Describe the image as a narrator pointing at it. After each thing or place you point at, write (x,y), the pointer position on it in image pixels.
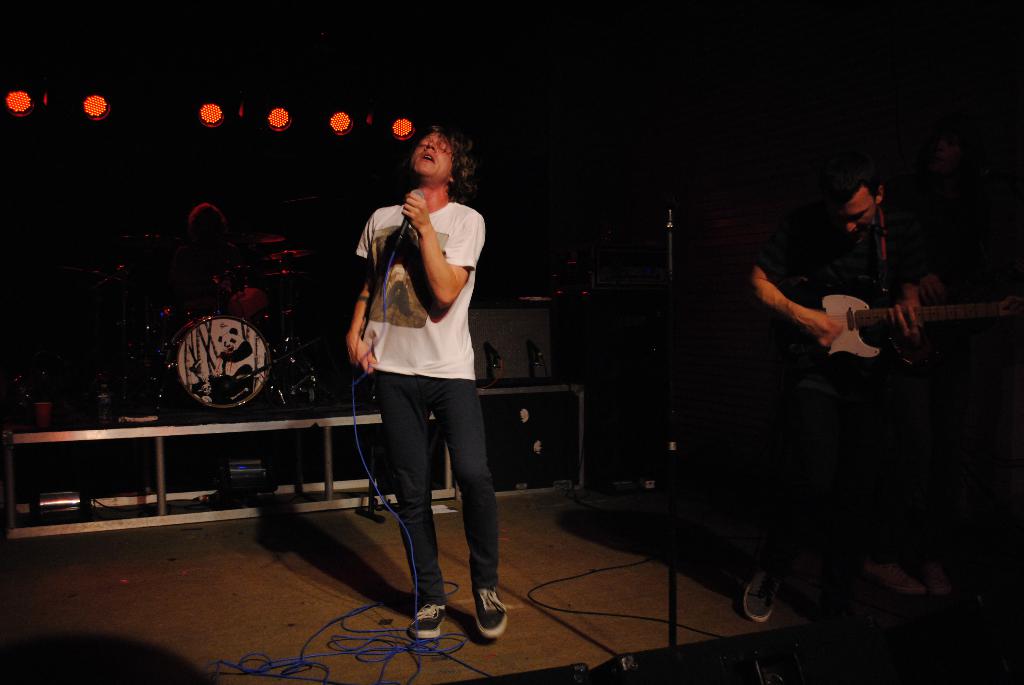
In this picture, In the middle (412,395) there is a boy (431,329) standing and he is holding a microphone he is singing in the microphone (407,221), In the right side (868,352) there is a man (898,357) standing and holding a music instrument (845,348) which is in white color, In the background (608,472) there are some music instruments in black color, In the top (400,130) there are some lights (404,131) which are in orange color.
